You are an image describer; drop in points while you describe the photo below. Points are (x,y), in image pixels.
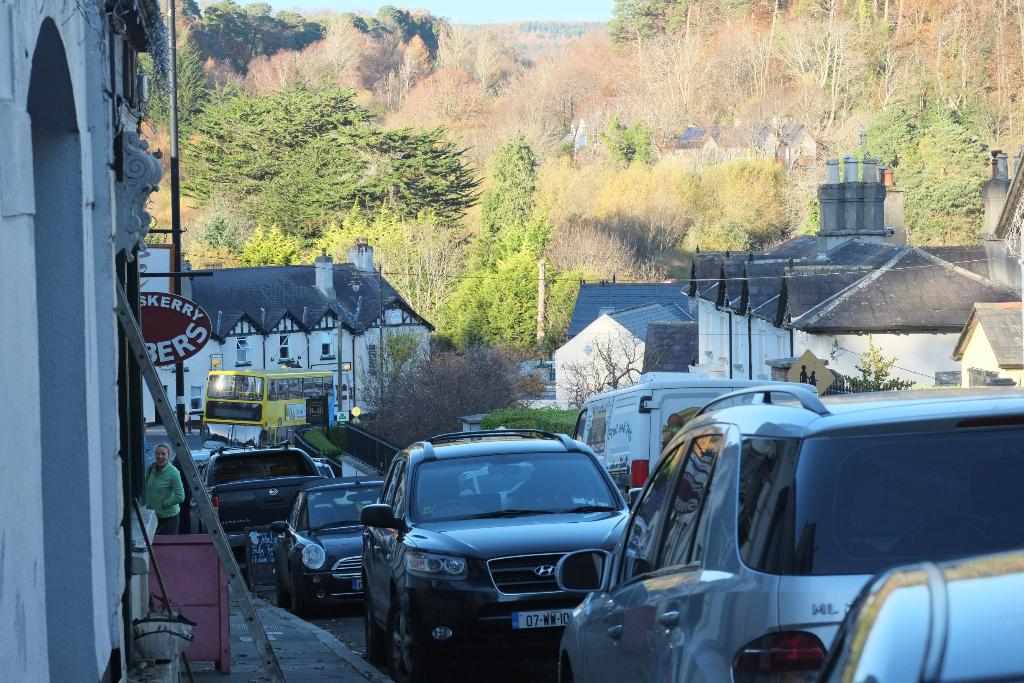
In this image we can see many trees (372,206) and plants (528,129). There are many vehicles (498,528) in the image. There is a person (179,480) at the left side of the image (176,480). There are few objects (194,474) on the ground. There is a sky (510,14) in the image. There is an advertising board (166,334) in the image. There are many houses (852,260) in the image.
